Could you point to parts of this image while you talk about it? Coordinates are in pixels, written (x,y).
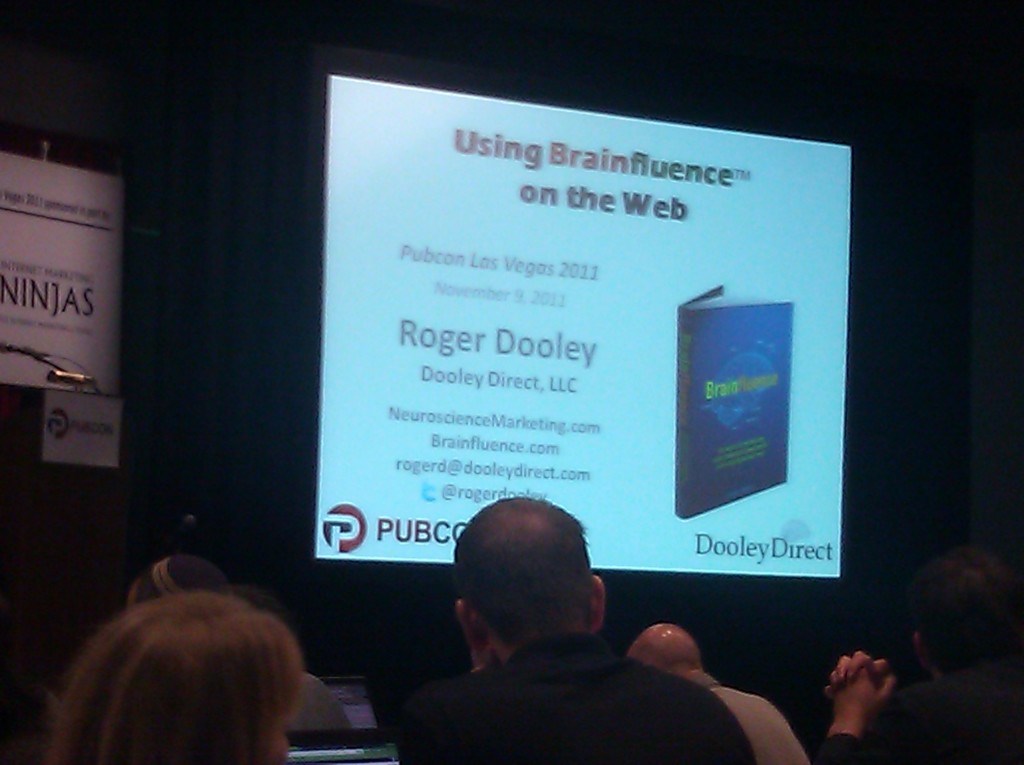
In this image we can see these people (993,640) are sitting on the chairs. The background of the image (108,356) is dark, where we can see the podium (84,566), boards (55,302) and the projector screen (543,403) on which something is displayed.
